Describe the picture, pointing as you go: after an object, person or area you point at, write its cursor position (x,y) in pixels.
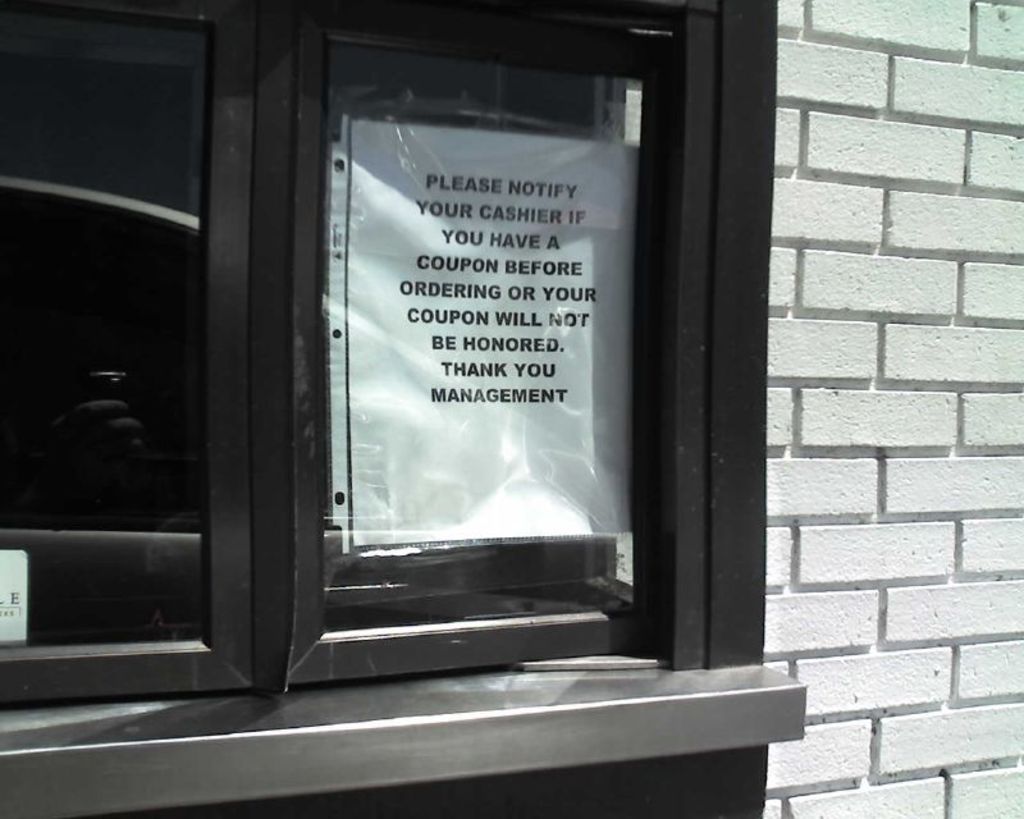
In this image there is a window (134,411) on the left side of this image (204,514) and there is one white color paper (398,298) is attached on it. There is a wall (880,424) on the right side of this image (824,532).
